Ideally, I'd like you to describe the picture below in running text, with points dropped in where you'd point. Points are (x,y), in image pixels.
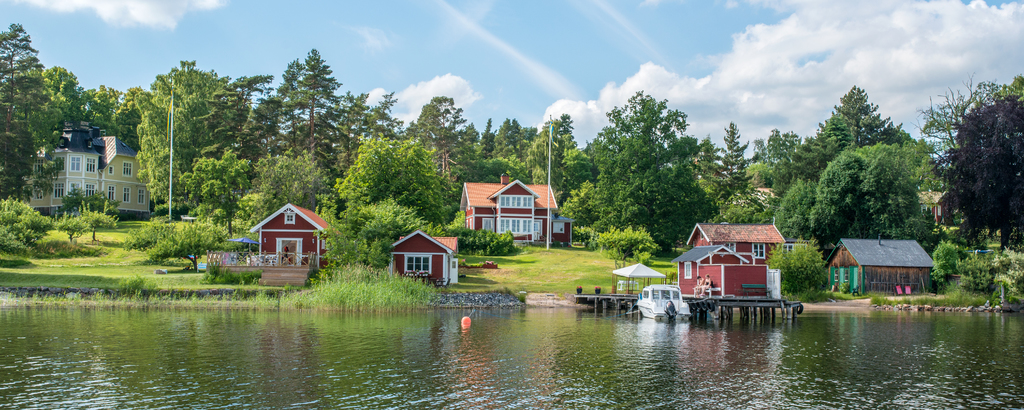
In this image I can see the water (538,344). I can see the house (690,287) and the tent (628,279) on the water (521,337). To the side of the water (507,336) I can see the houses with windows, pole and many trees (403,194). In the background (507,32) I can see the clouds (719,80) and the blue sky (452,52).
